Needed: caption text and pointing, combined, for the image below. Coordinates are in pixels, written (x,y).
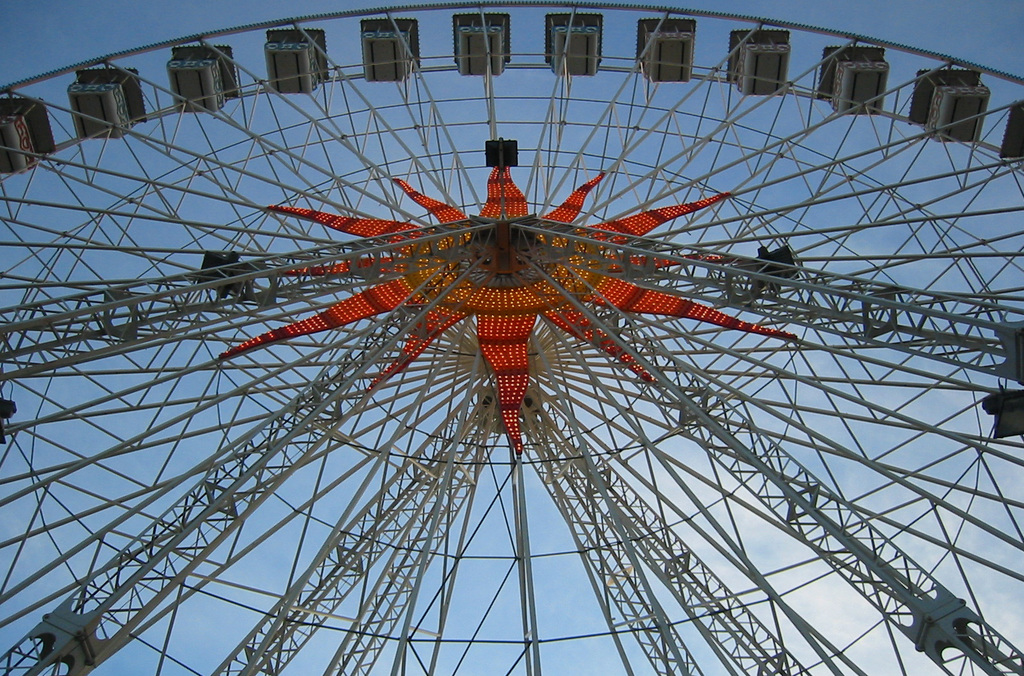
In this image we can see a giant wheel (798,376). In the background (833,220) there is sky (844,208).
